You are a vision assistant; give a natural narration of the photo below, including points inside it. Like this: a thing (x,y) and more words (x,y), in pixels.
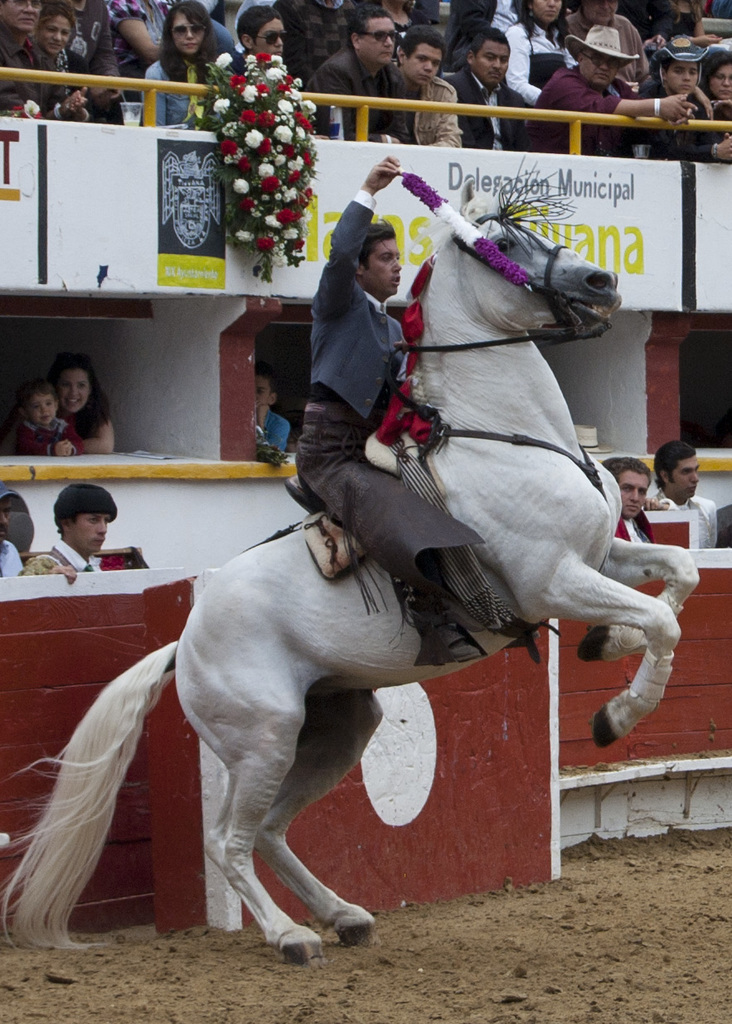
In this picture there is a white color horse (376,604). On the horse (253,643) there is a man (345,339) with blue jacket (345,334) holding a garland (467,240) in his hand (398,172). Behind the horse (556,426) there are some people (62,551) sitting in the down stairs (723,480). On the up stairs (423,123) there are few people (412,29) sitting. There is a bouquet (265,146) on the wall (459,163). On the bottom (473,955) there is a mud (525,939).
